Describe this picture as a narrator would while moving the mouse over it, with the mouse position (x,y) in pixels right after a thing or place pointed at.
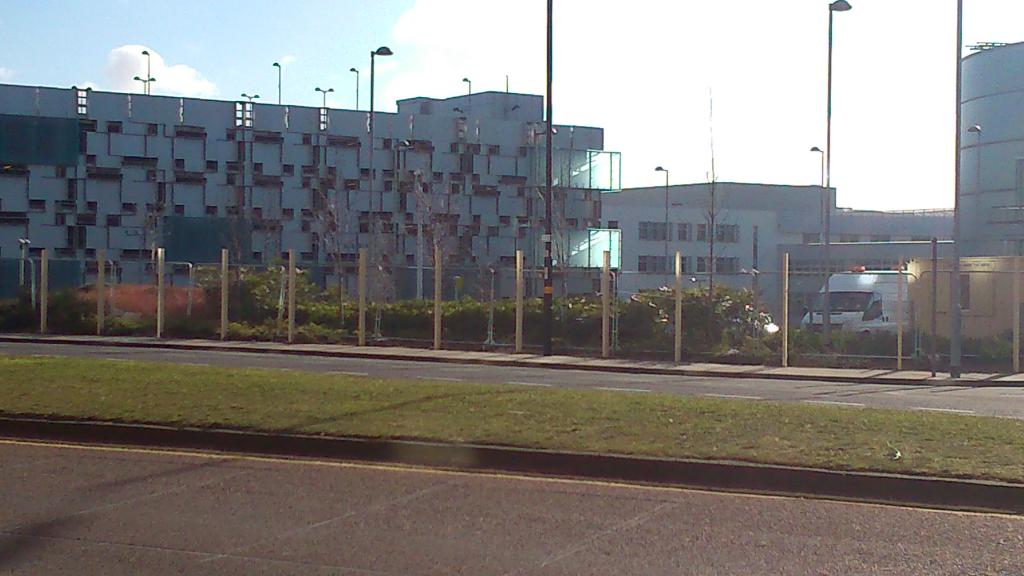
In this image, we can see buildings (496,225), trees (587,308), poles (954,317), lights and at the bottom (100,555), there is road (746,388).
